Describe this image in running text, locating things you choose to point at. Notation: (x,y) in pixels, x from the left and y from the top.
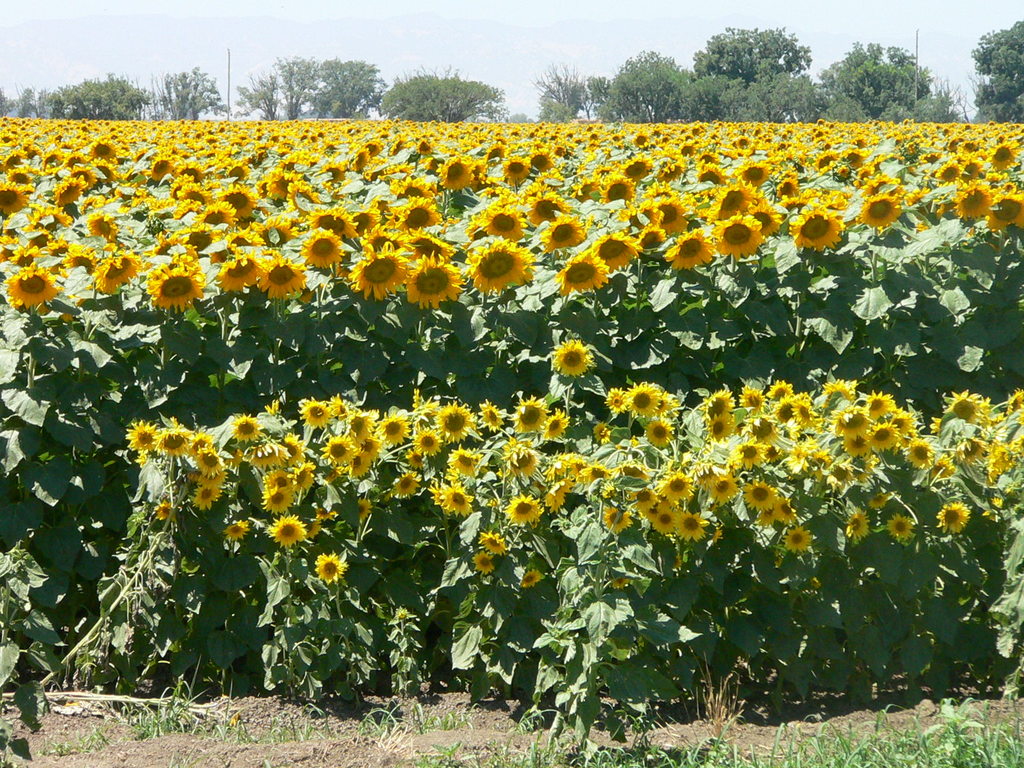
In this image, there is an outside view. There are plants (317,558) contains some flowers (717,167). There are some trees (627,112) and sky (411,7) at the top of the image (501,15).
